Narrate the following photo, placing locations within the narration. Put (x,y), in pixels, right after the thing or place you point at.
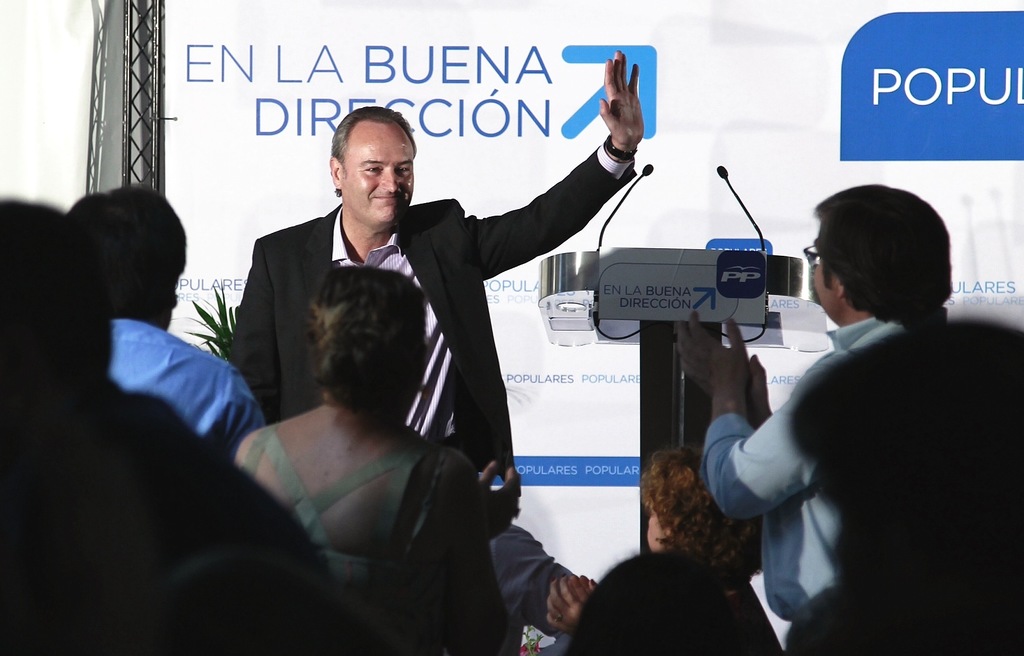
In the foreground of this image (278,509), there are few people (278,509) at the bottom (701,621). In the middle (447,272), there is a man (440,267) smiling and raising a hand (639,108) in the air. Beside him, there is a podium (663,255) with two mics (745,215). Behind him, there are few leaves (223,303) and it seems like a banner wall (353,50).
